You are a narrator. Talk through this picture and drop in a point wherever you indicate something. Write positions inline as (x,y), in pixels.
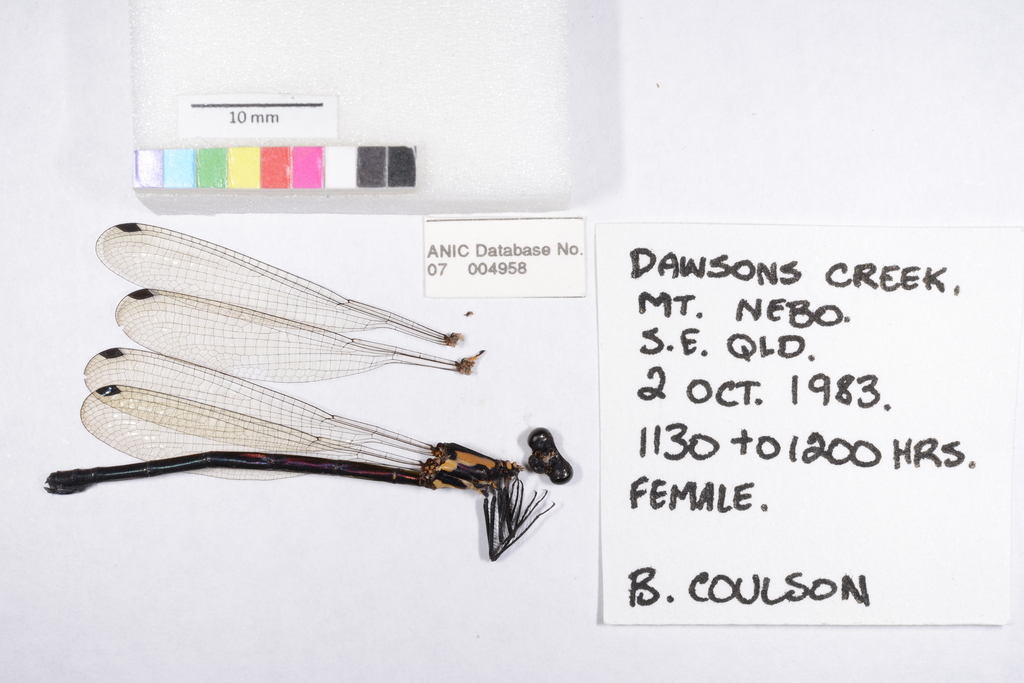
In this image I can see an insect (440,453), few wings (381,328), few colours and I can see something is written at few places. I can also see white colour in background (918,58).
